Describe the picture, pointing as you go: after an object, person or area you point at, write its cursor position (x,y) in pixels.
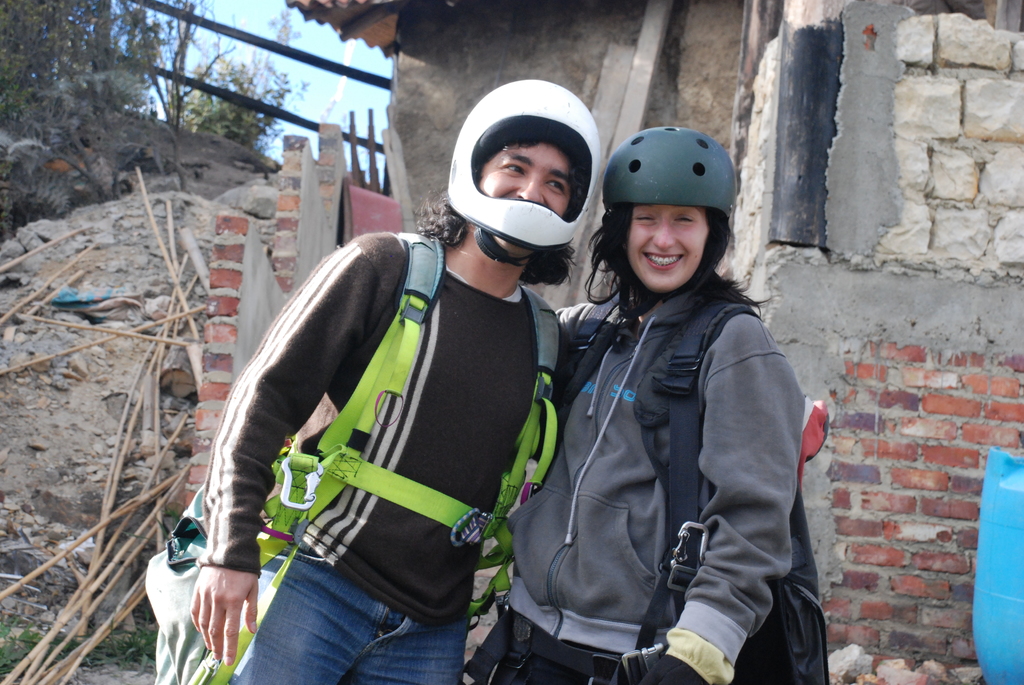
In the picture I can see man (358,455) and woman (610,360) wearing helmets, carrying bags (410,306) standing and posing for a photograph and in the background (505,15) there is a house (781,141), there are some trees (23,61) and clear sky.
